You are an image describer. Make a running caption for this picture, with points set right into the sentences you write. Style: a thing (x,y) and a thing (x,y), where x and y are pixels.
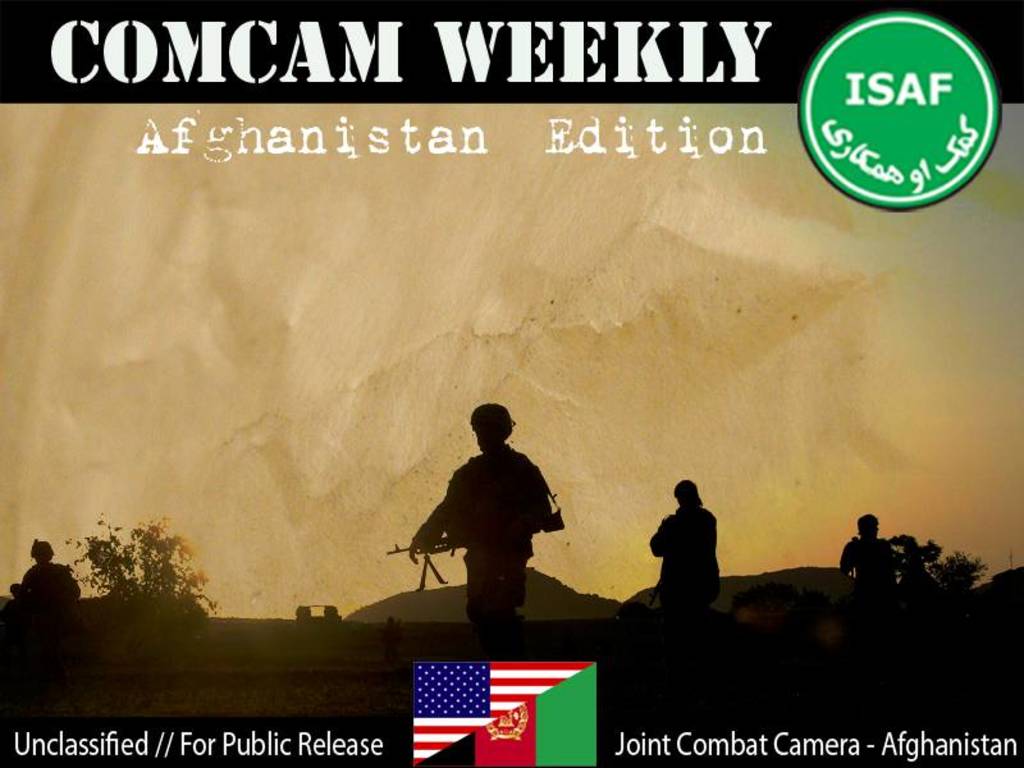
In this picture there is a poster (699,447). In that poster (445,563) we can see four persons (886,571) wearing helmet (42,549), army uniform (529,545) and holding guns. At the bottom (497,686) we can see flags (552,732). At the top (363,65) we can see the quotation (363,65). In the top right corner (830,154) there is a logo (908,68) of a army.
